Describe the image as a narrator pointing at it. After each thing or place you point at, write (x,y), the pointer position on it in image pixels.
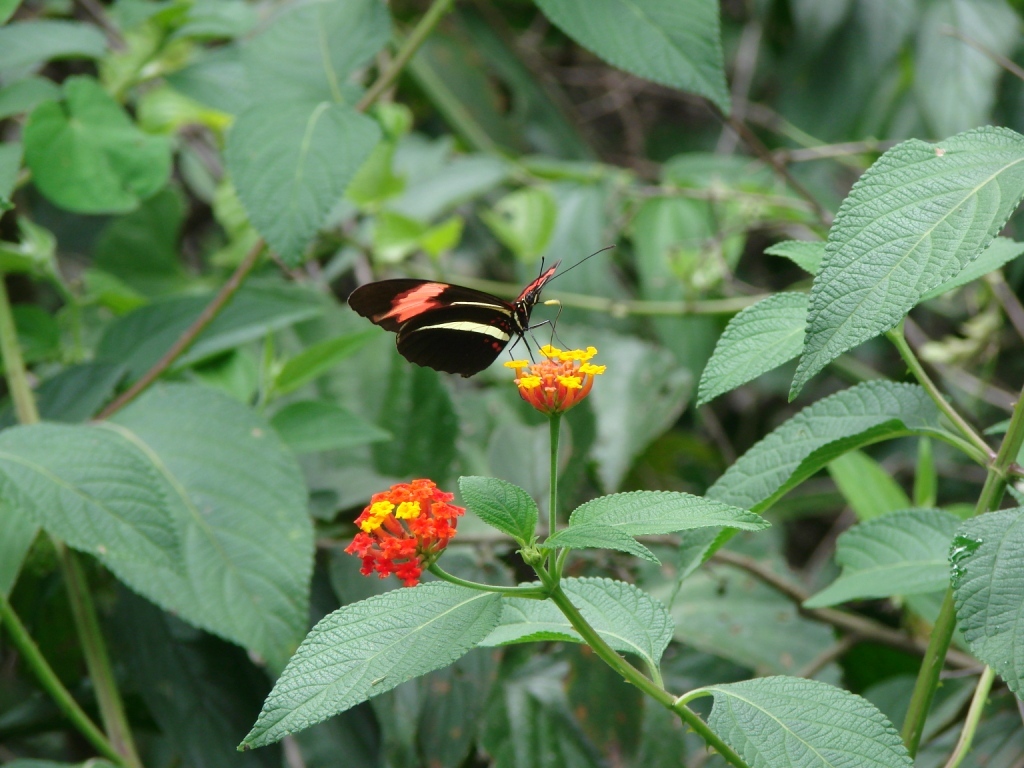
In this image we can see a butterfly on the flowers (549,407). We can also see some plants (448,159) with leaves (506,454) around it.
